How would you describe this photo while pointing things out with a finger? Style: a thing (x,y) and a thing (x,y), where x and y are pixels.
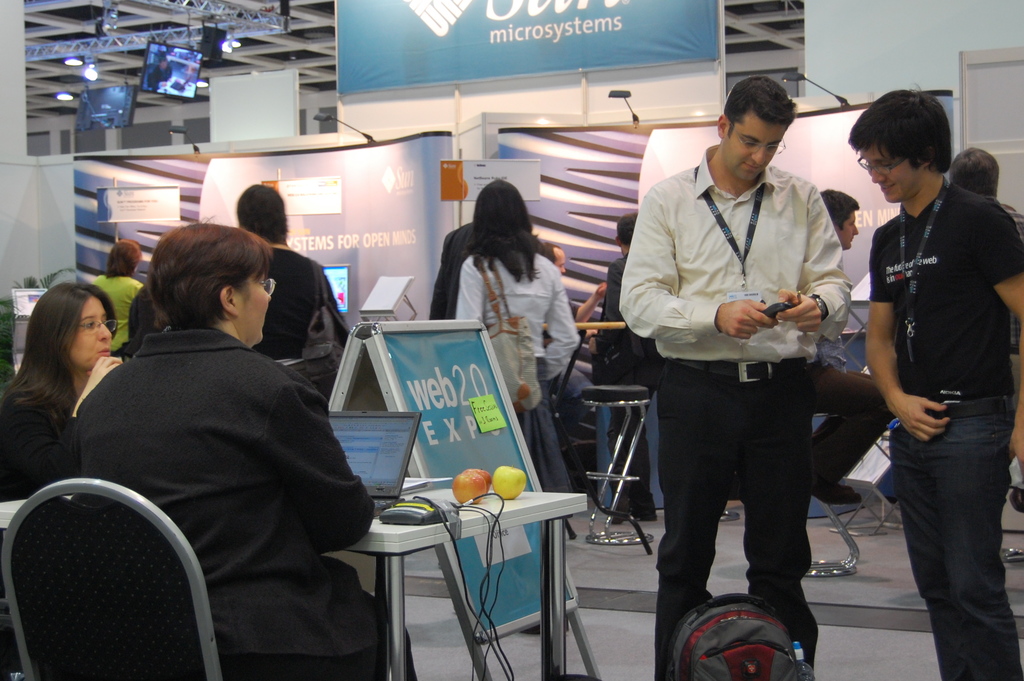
In this image there are group of people (562,334). The woman (178,476) is sitting on the chair (153,564). On the table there is a laptop (383,443) and a fruit (486,492). On the floor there is a bag (702,621). At the background (356,50) we can see a board (383,42) and a light (229,51).
